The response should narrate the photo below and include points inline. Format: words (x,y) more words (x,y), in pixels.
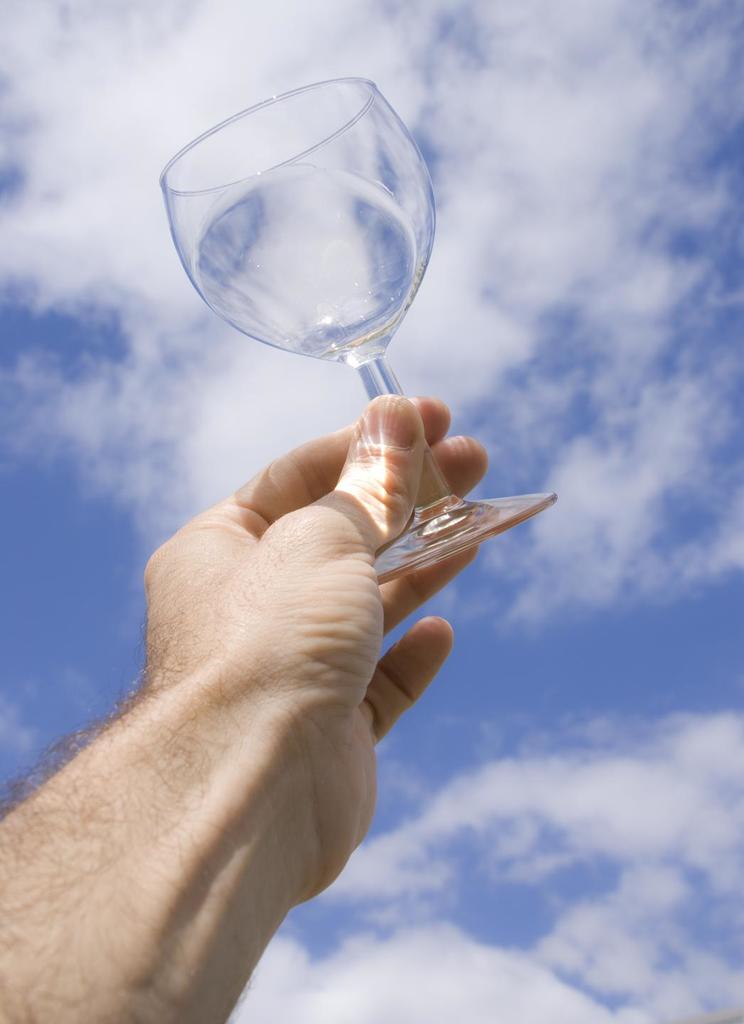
In the image there is a hand (212,642) of a person (319,490) holding a glass (366,349) by pointing it towards the sky (483,399).
